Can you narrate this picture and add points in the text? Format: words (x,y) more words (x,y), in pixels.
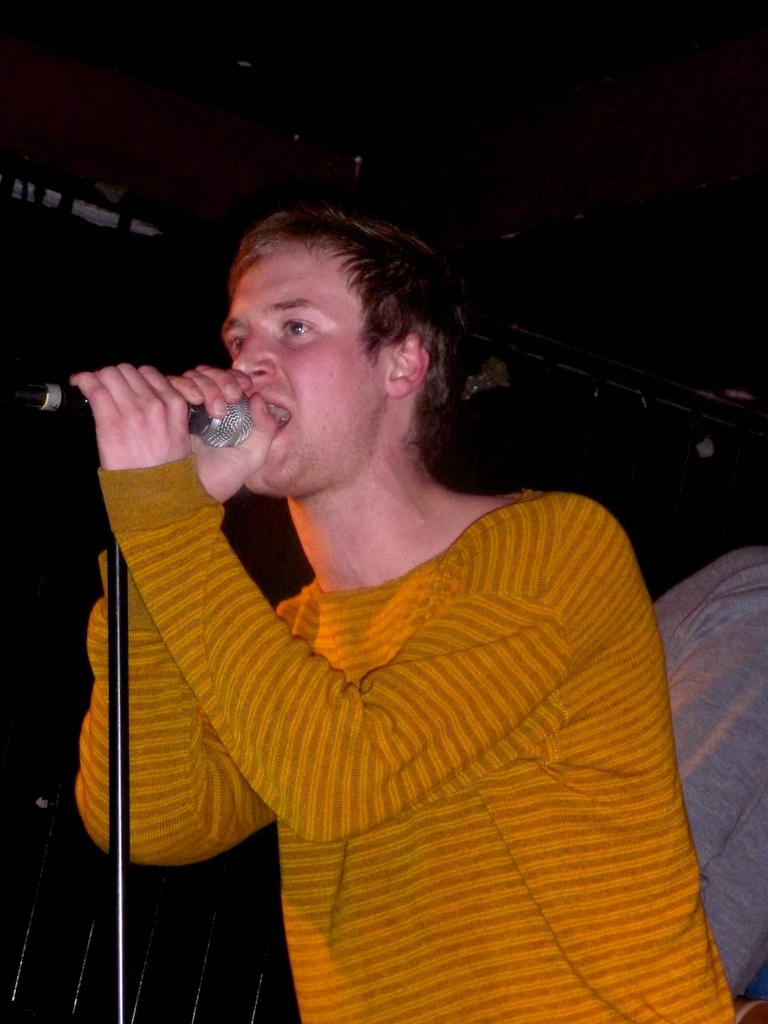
There is a person (390,740) holding a mic (24,390) with mic stand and singing. In the background (579,355) it is dark.
